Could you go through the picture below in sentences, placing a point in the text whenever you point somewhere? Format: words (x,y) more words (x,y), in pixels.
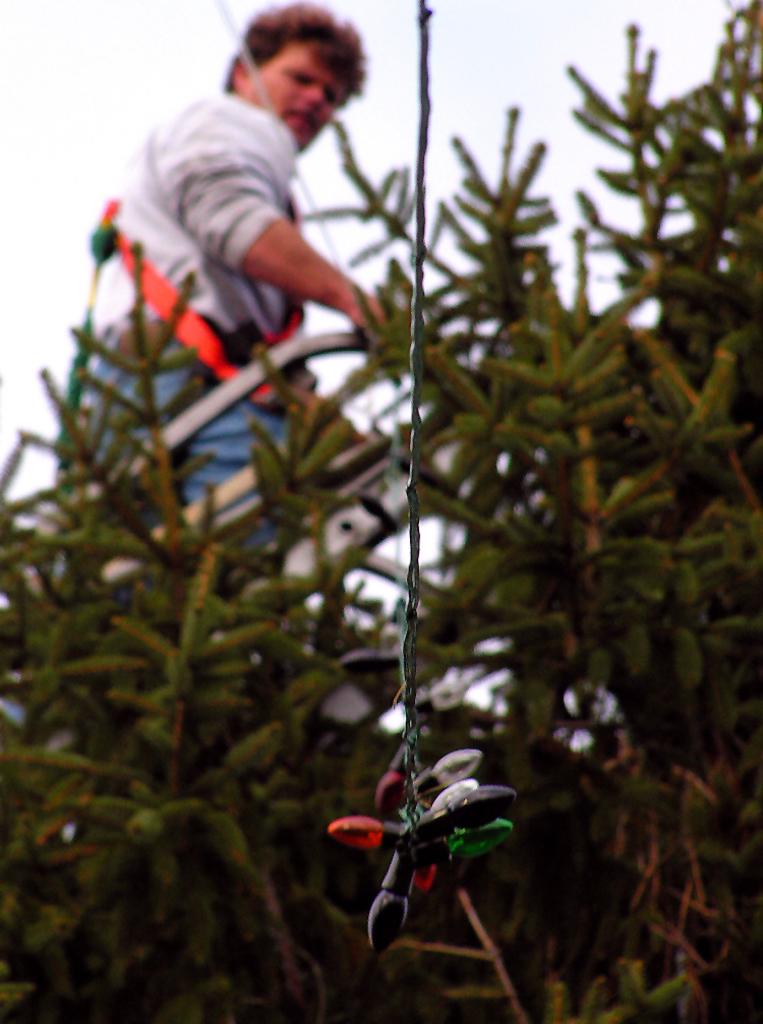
Front we can see decorative lights (433,839). Background (637,608) there is a person (181,341) and plants (664,591).
